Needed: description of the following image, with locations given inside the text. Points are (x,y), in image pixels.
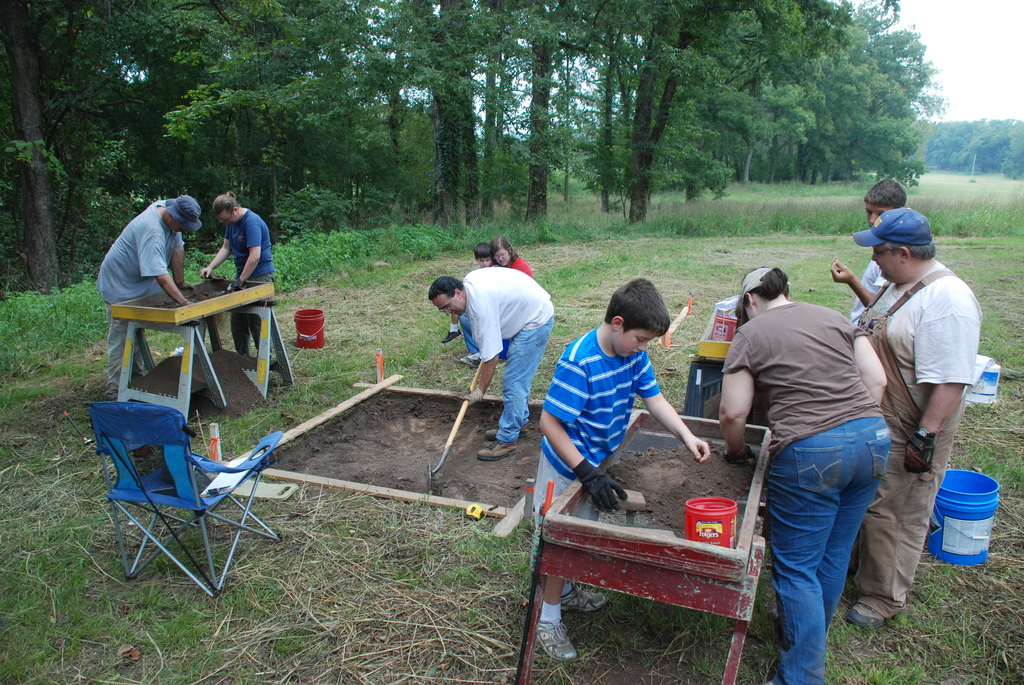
On the right side of the we can man (598,440) sieving the mud (707,472) and persons (864,414) standing on the ground (895,619). On the left side of the image (226,264) we can see person (487,384) digging a ground (402,405) and persons (200,276) sieving the mud (230,388). At the bottom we can see a chair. In the background (795,135) there are trees (567,144), plants (704,201) and sky (941,47).
